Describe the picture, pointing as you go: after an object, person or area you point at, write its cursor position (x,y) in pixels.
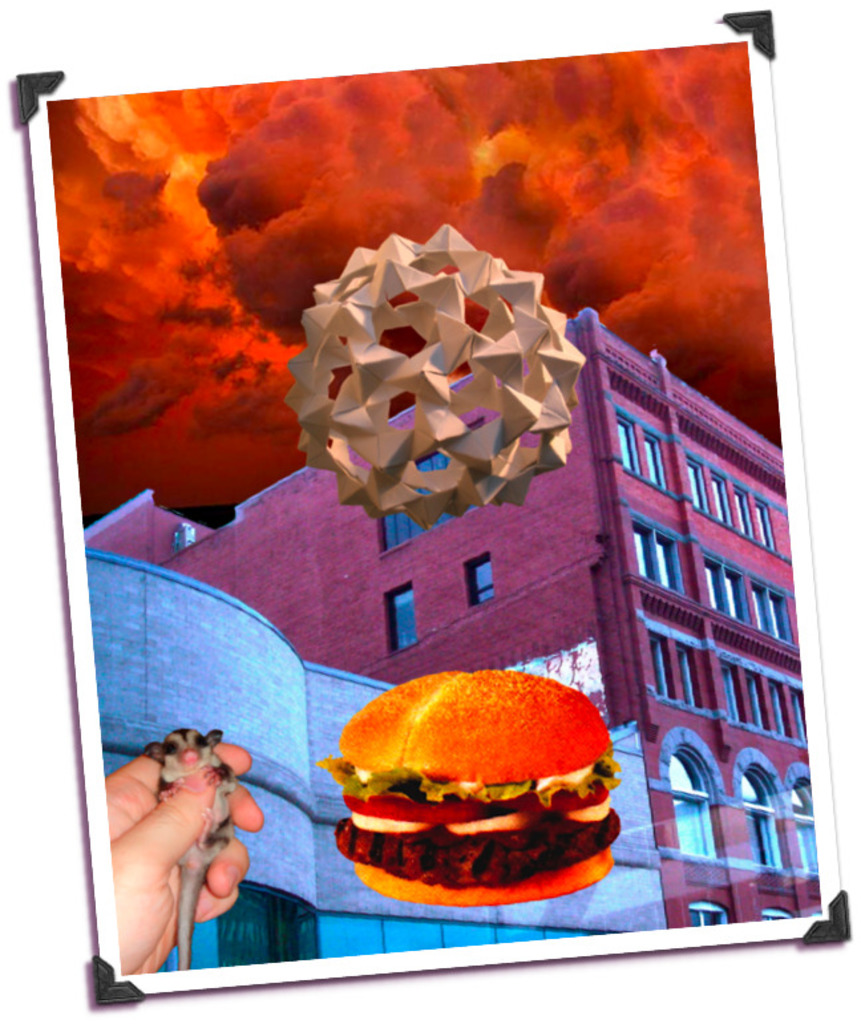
In this image we can see a photograph (532,652). In the photograph (284,690) these are the pictures (280,322) of clouds (445,220), building (532,605), sculpture (404,381), burger (419,841) and a person (164,827) holding sugar glider (176,789) in the hand (169,843).
